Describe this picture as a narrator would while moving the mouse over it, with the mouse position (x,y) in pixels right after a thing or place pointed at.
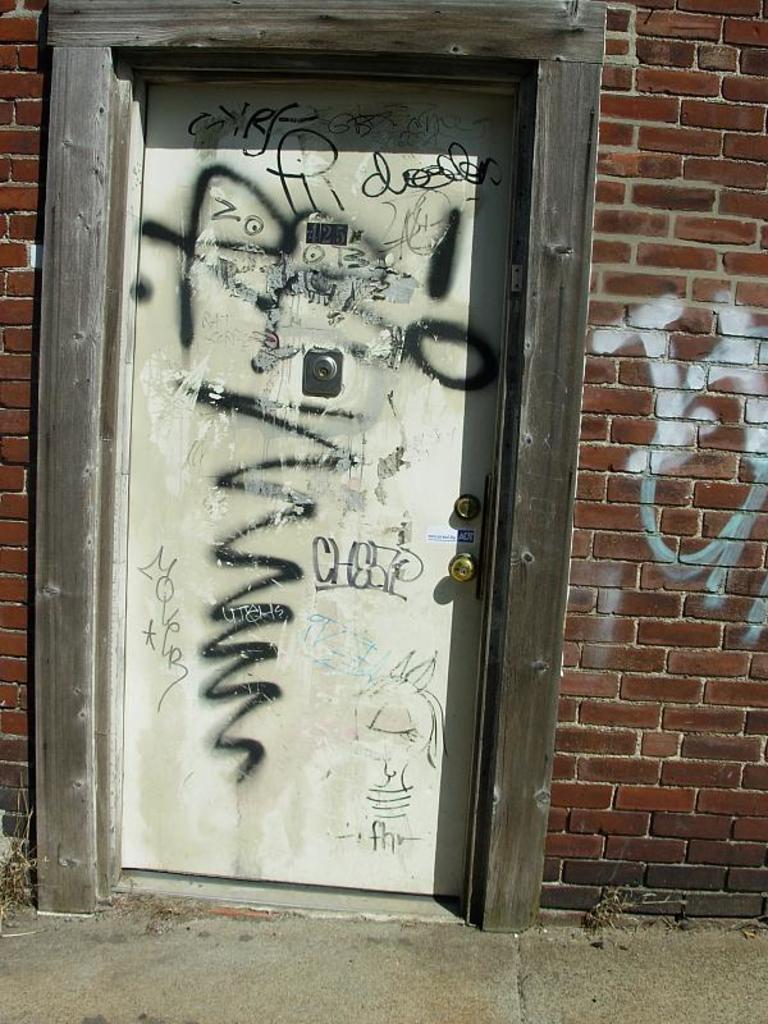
This is the picture of a building (603,441). There is a text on the door (356,804) and on the wall (648,702). At the bottom (175,898) there is a road (643,1002).
